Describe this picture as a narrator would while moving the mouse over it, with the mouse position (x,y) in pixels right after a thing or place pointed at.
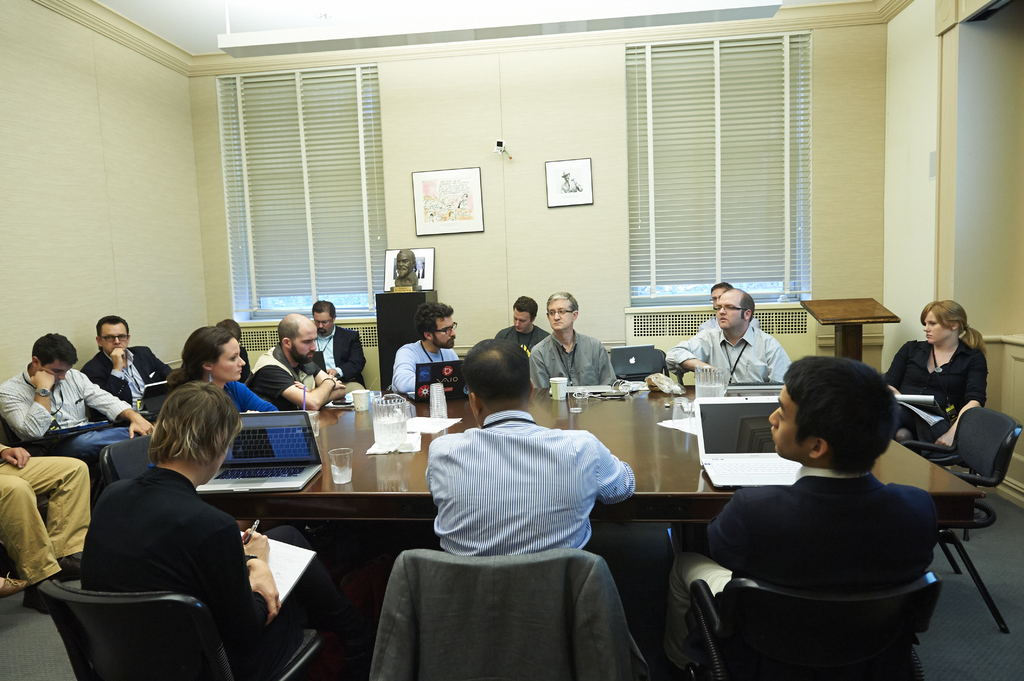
In the image we can see there are people (966,334) who are sitting in a conference room (1007,345) and there is a table (666,407) on which there are laptops (451,399) and glasses (337,478).
